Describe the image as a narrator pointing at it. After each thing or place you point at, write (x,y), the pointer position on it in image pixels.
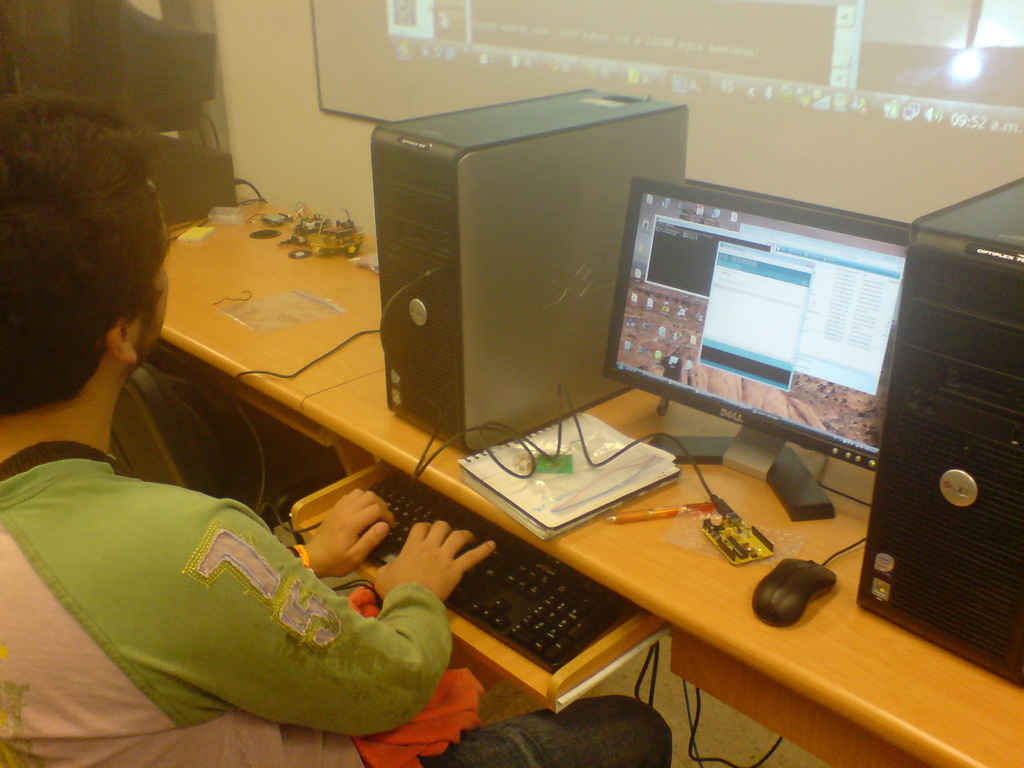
In this picture, here we can see a person (185,674) sitting on some chair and looking at screen (742,269) present in front of him and also typing using the keyboard (525,640). In front of him there is a desk (744,607), on the desk (737,618), we have computer system (827,354), CPU (483,306), mouse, pen (619,515) present and it seems like some coding is being typed by him.
